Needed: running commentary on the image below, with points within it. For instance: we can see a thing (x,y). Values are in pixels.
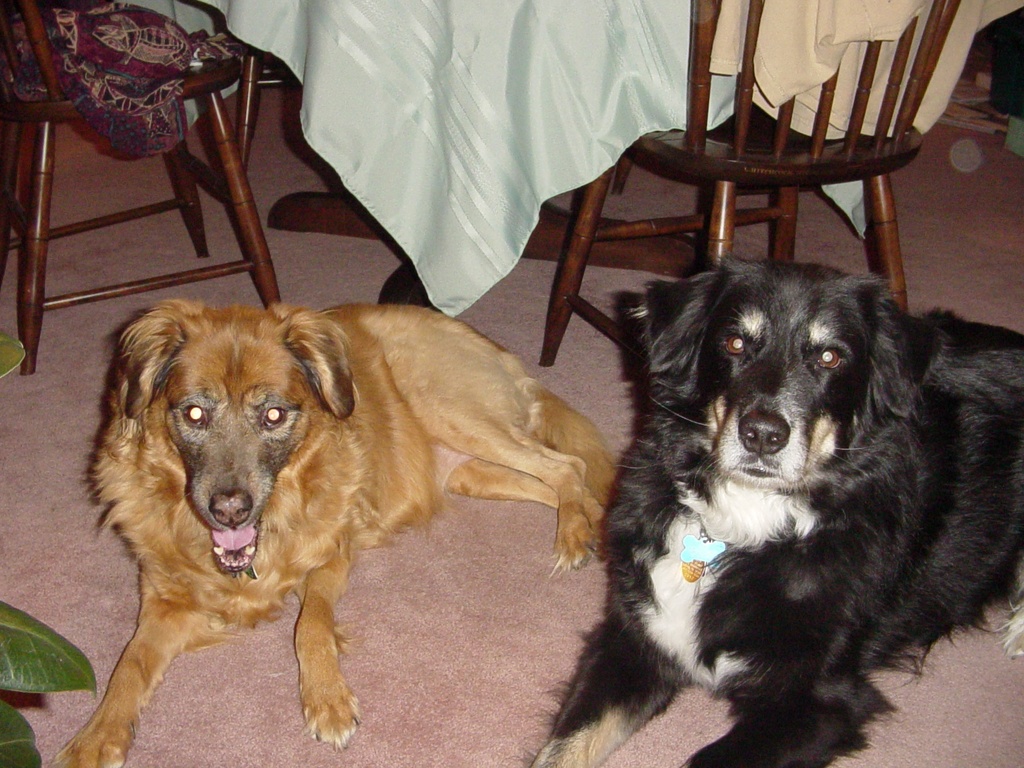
In this image i can see 2 dogs (323,418) and few chairs (709,143) and few clothes (538,150).
